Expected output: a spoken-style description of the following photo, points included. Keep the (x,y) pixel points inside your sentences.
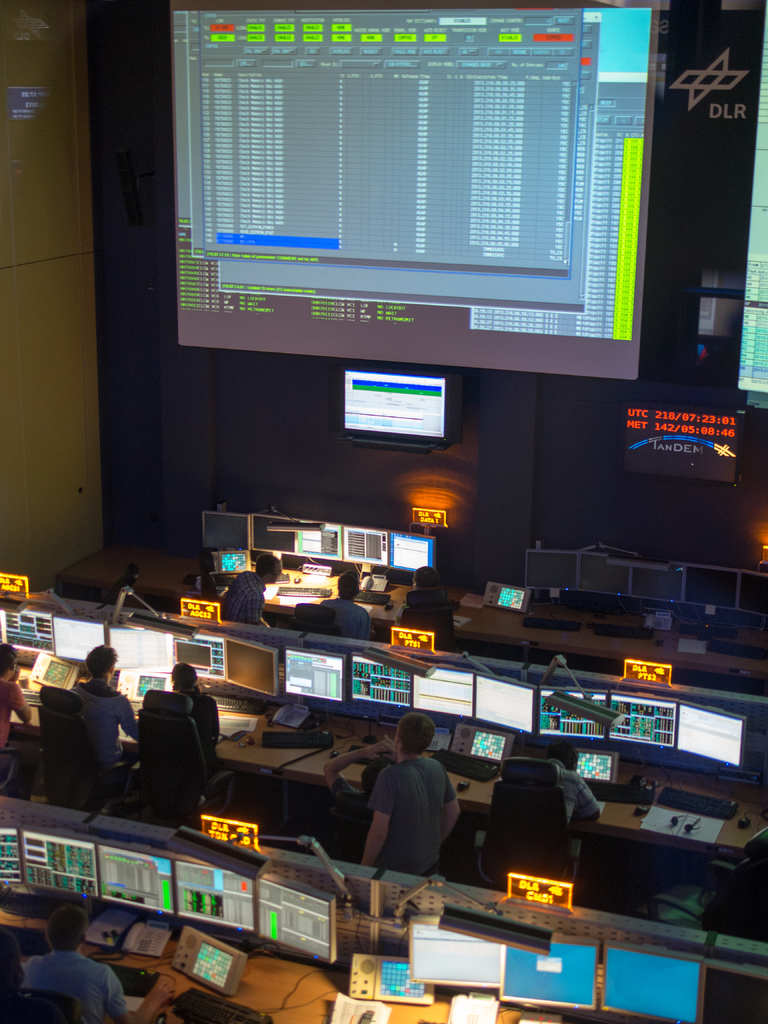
In this image i can see there is a big screen (298,312) visible on the middle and there are the tables (388,619) seen, on the table (156,843), there are the systems (296,916) kept on the table (272,975), there are the persons (430,804) standing and sitting on the chairs (47,1003).
